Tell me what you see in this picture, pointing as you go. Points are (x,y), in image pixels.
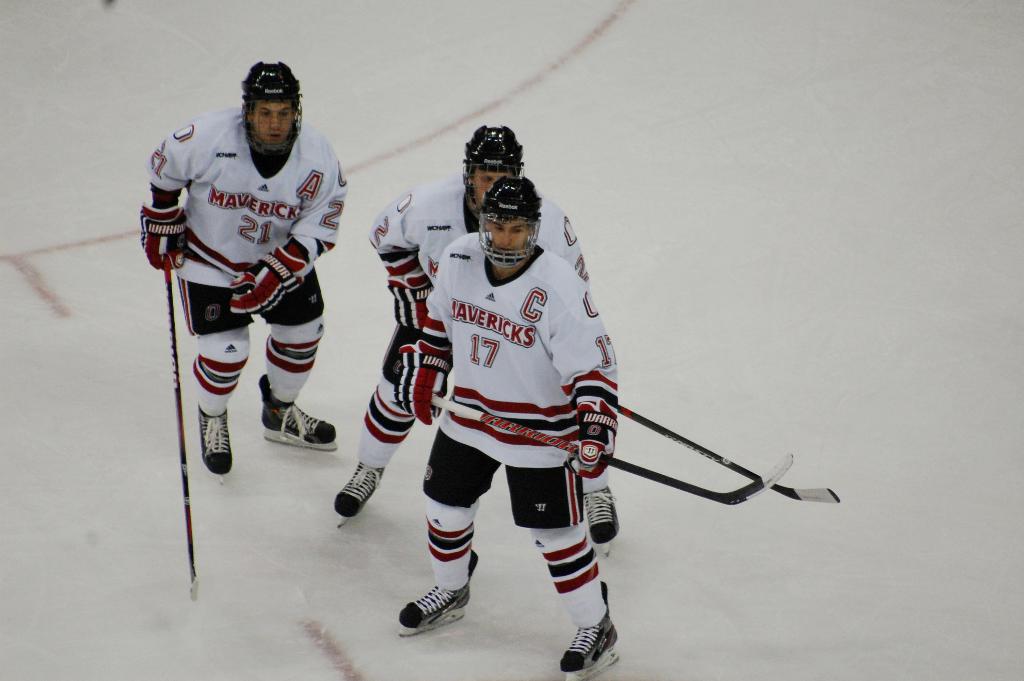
In this image I can see three persons (260,208) wearing white t shirts (447,270), black shorts (446,460), black shoe (436,607) and black helmets (486,187) are standing on the ice (271,572) and holding hockey sticks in their hands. In the background (597,193) I can see the ice (599,89) which is white in color.
